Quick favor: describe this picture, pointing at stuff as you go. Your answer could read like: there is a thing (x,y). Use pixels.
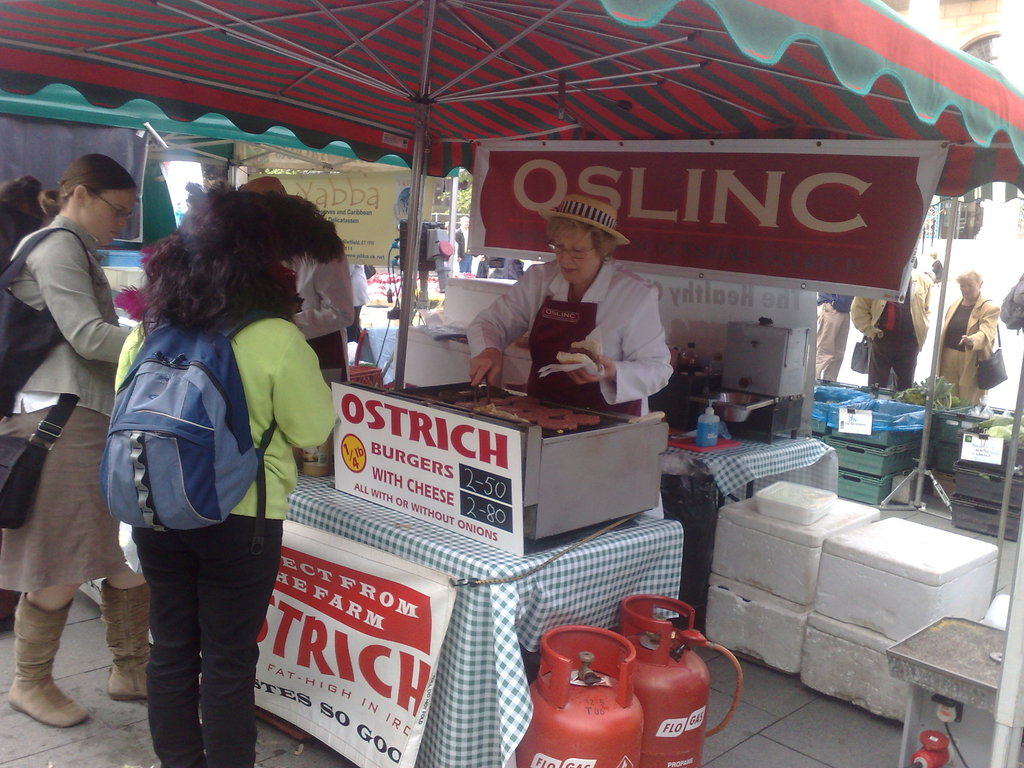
This picture describes about group of people (199,245), few people (349,318) are standing under the tent (504,97), and a woman (564,265) is cooking, beside to her we can see few cylinders (571,688), in the left side of the image (218,295) we can find a woman (231,288), she wore a backpack (204,382), in the background (372,205) we can find few hoardings (380,222) and baskets (882,458).
